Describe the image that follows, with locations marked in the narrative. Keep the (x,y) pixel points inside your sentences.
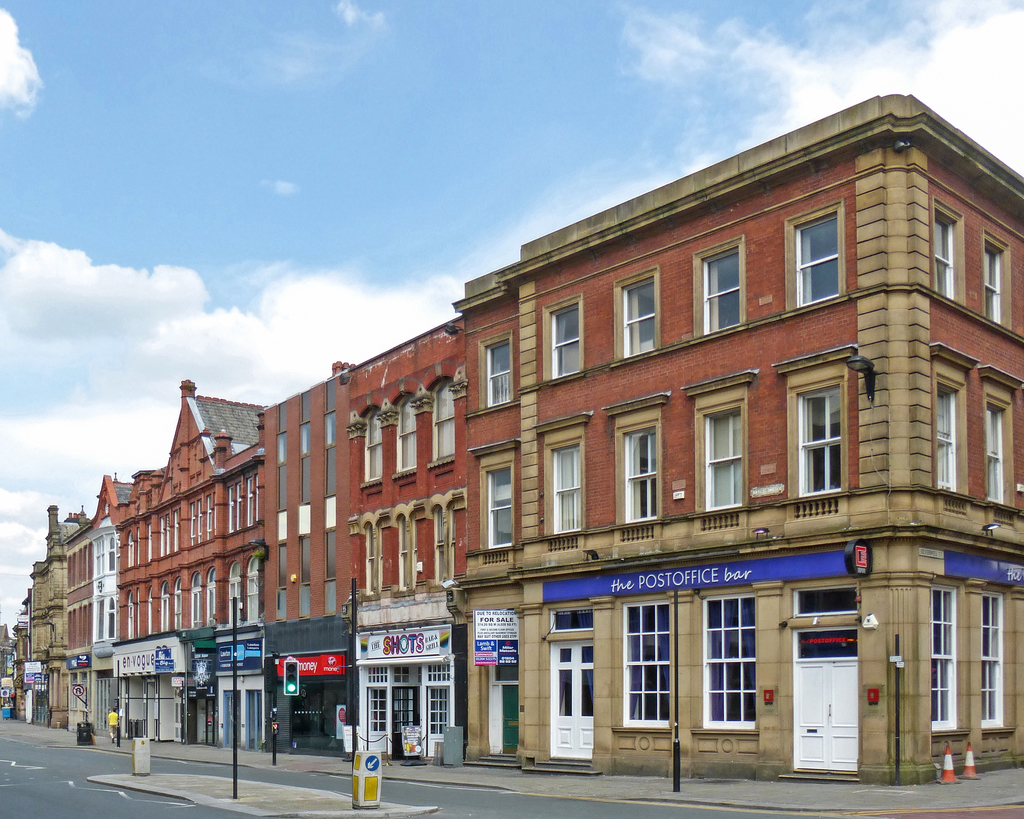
These are the buildings (447,419) with the windows (590,616) and doors (822,677). I can see the name boards (429,648), which are attached to the building wall (377,664). This looks like a traffic signal (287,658), which is attached to a pole (273,699). Here is a person (113,726) standing. This looks like a lamp (869,374), which is attached to the building wall (824,369).
